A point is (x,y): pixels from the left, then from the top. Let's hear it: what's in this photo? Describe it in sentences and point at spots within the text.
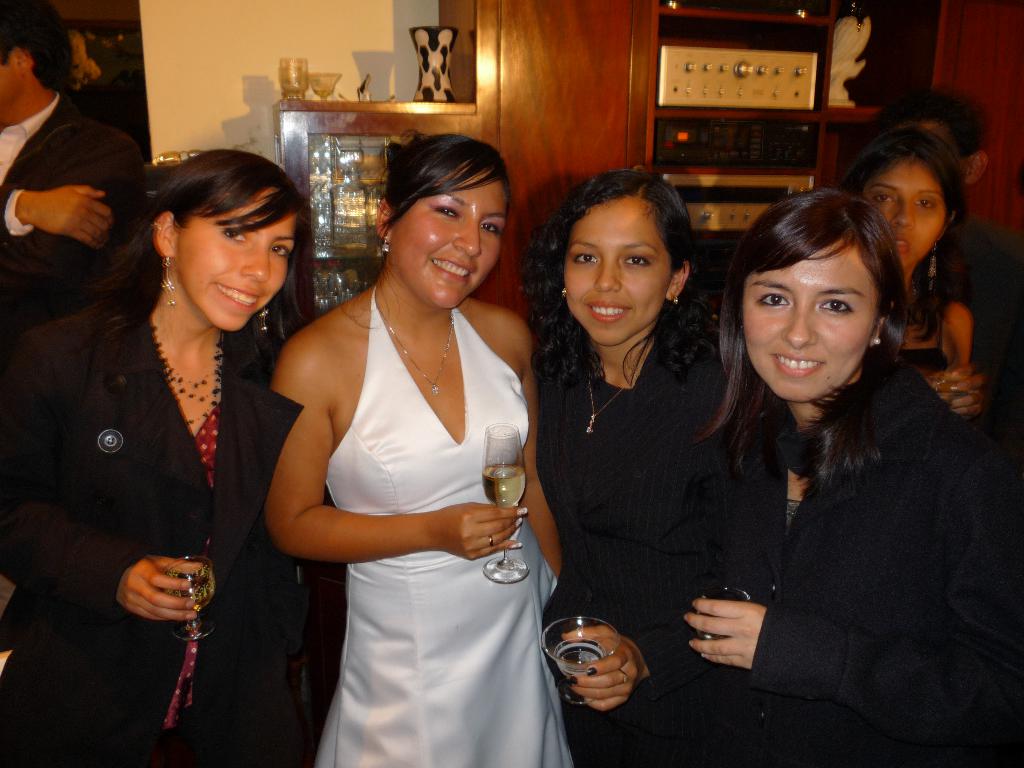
In this picture we can see a group of people (775,395) standing and few people (397,593) holding the glasses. Behind the people (554,365), there is a wall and there are some objects (731,63) in the shelves (769,121).
